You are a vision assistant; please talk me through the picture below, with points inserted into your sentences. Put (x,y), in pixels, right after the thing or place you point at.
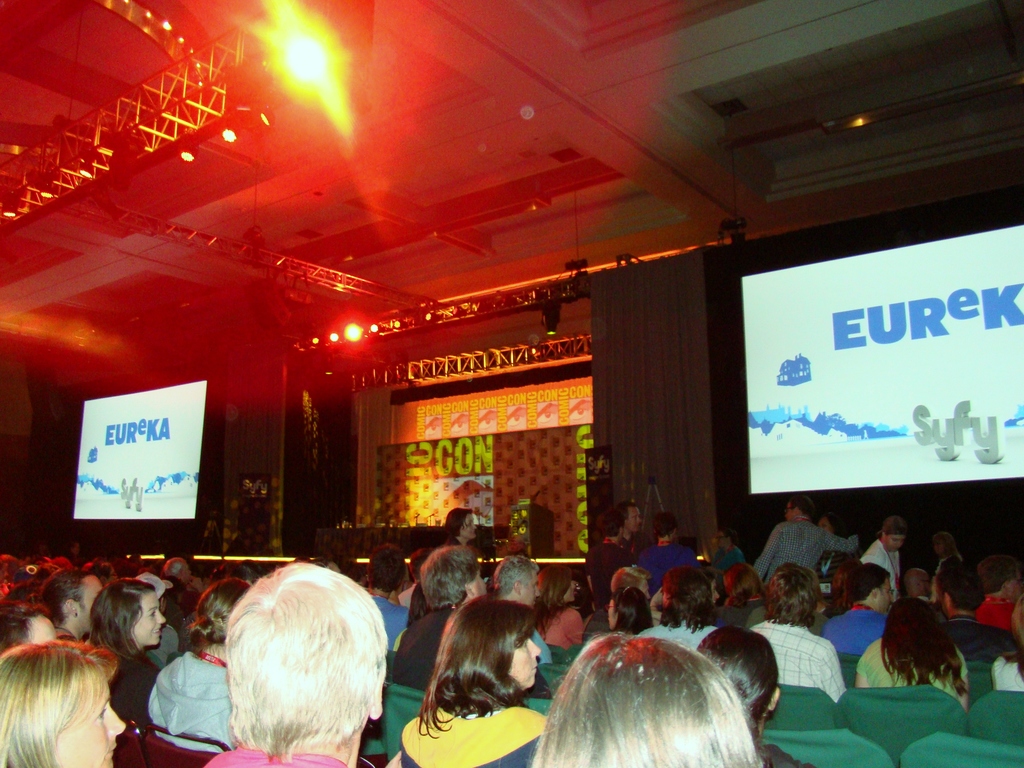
In this picture we can see so many people (387,593) are sitting on the chairs (842,753), we can see two projectors (985,359) and near the stage (414,486), few people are walking.
